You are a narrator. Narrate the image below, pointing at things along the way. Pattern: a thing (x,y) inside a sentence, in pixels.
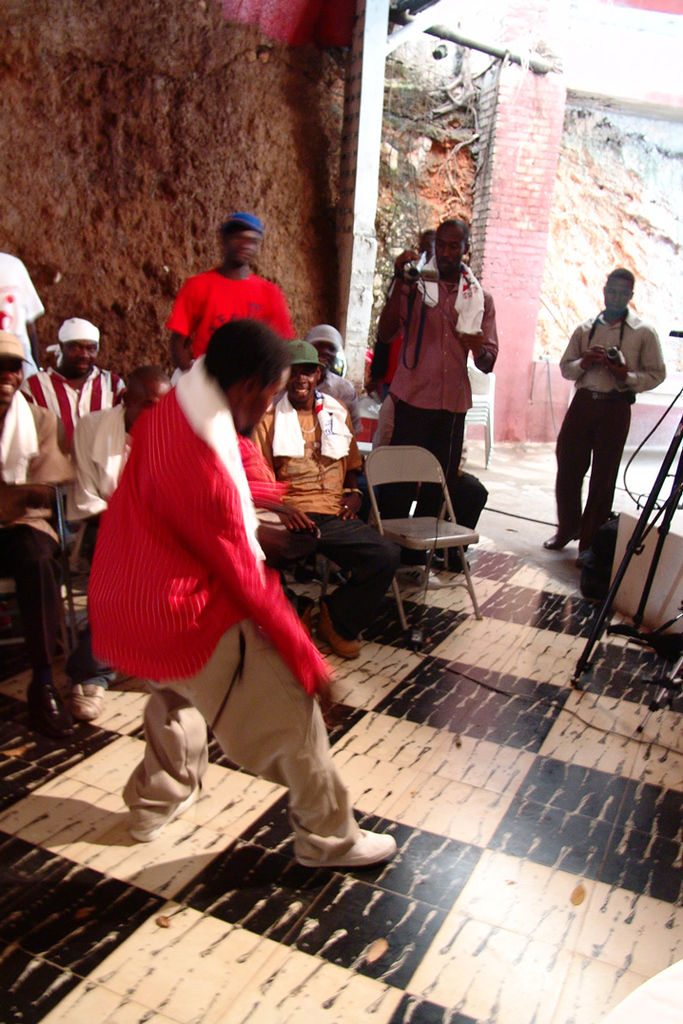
In this image I can see few people (228,739) are standing and few (60,432) are sitting on chairs (440,537). Person (580,381) is holding camera (620,361). Back I can see pillar (516,146).
